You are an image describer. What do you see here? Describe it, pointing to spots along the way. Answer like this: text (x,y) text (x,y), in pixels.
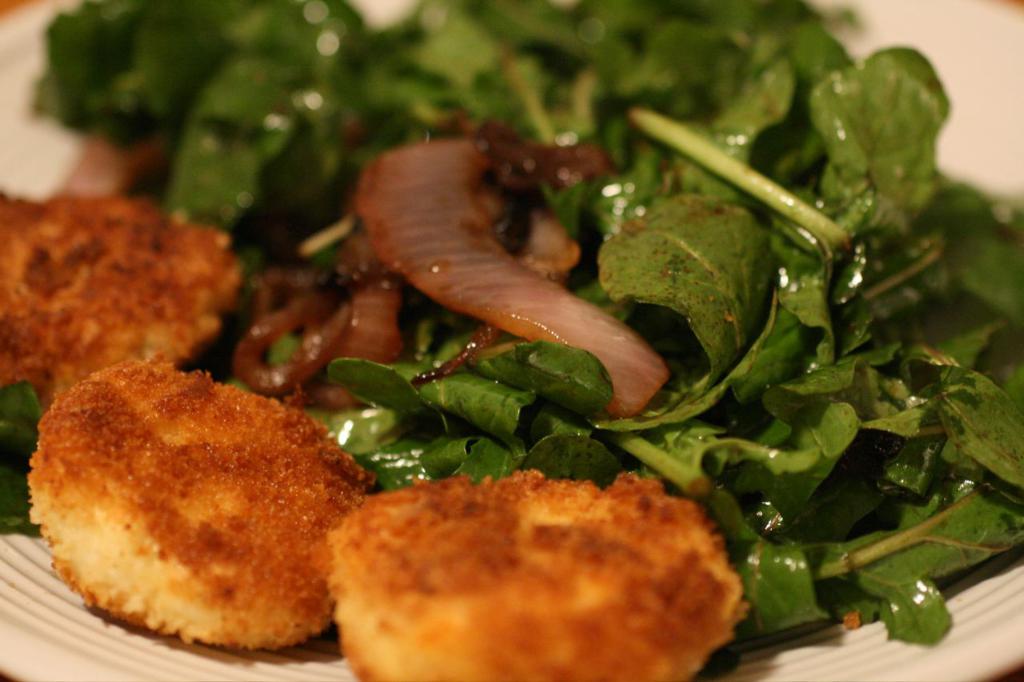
In this picture there are leafy vegetables (1016,286) and there is a food (412,548) on the white plate (28,620).
